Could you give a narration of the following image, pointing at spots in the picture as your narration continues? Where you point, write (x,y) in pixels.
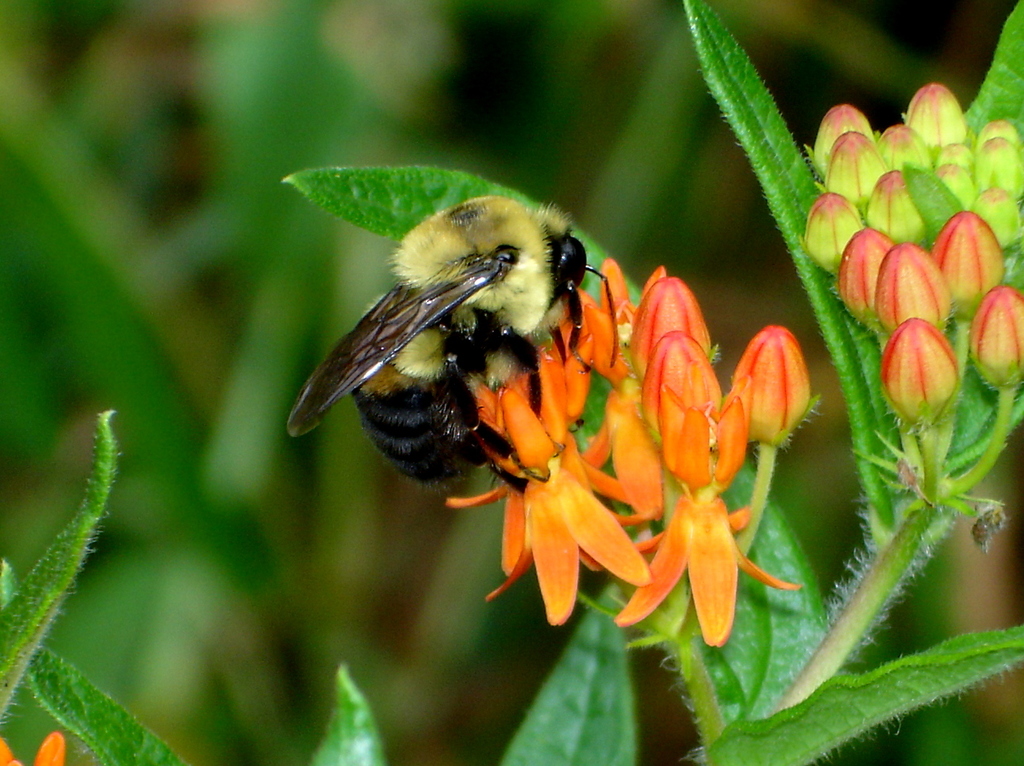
This image consists of a bumblebee (482,365) sitting on the flower (670,465). At the bottom (715,667), there is a plant (916,461). The background is blurred.
